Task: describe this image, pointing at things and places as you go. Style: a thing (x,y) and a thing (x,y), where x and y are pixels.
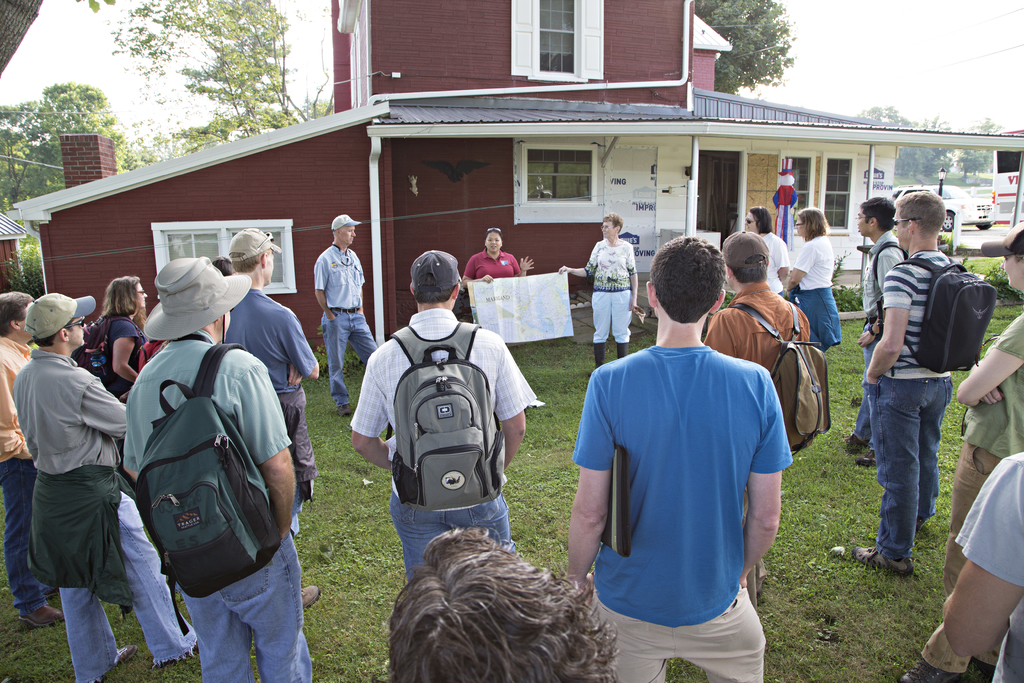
In this image I can see there is a group of people (260,447) standing and there is a woman (491,261) standing in the background (488,301) and she is holding a banner (529,301). In the background (210,169) there is a house (659,204) with windows (560,52), doors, trees (776,49) and there are two vehicles (985,220) at right side (979,201) and the sky (868,47) is clear.
